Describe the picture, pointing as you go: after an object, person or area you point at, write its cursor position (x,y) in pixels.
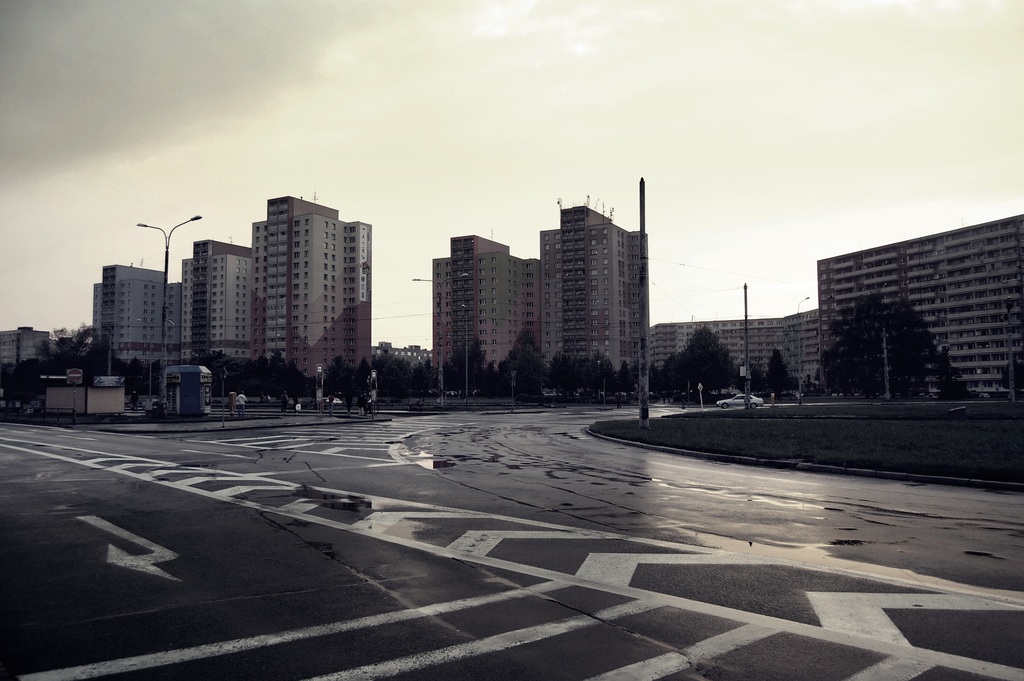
This is the road (406,560), there are big buildings (573,219) in the background (555,230) side. At the top (369,125) it's a cloudy sky (374,100).
